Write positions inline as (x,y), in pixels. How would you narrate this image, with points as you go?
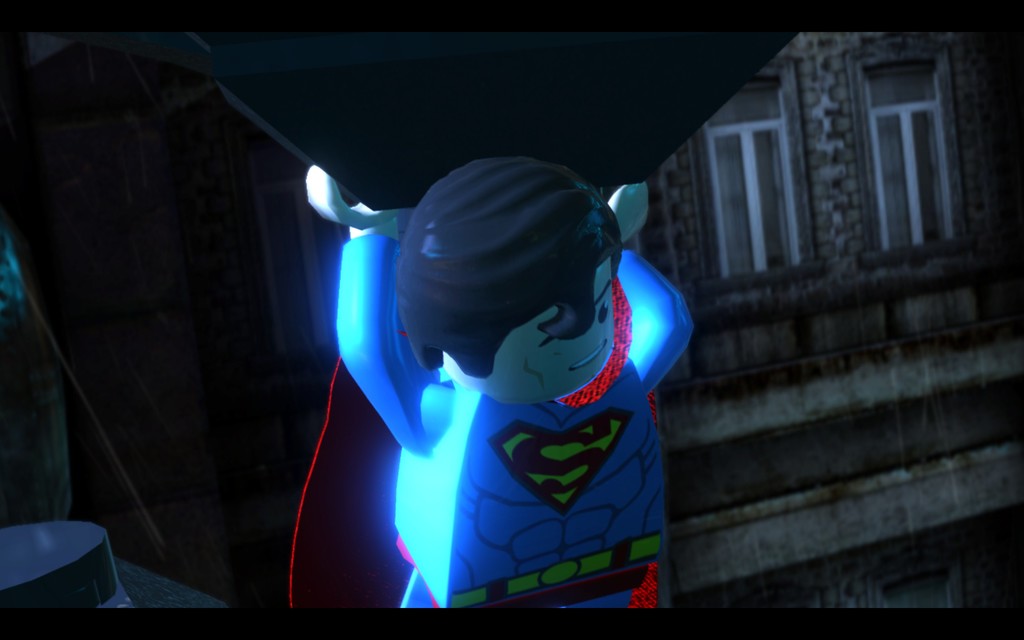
This is an image with the borders (622,21), in this image in the foreground (528,330) there is person (527,304) carrying something, and in the background (898,254) there is a building (884,328).
